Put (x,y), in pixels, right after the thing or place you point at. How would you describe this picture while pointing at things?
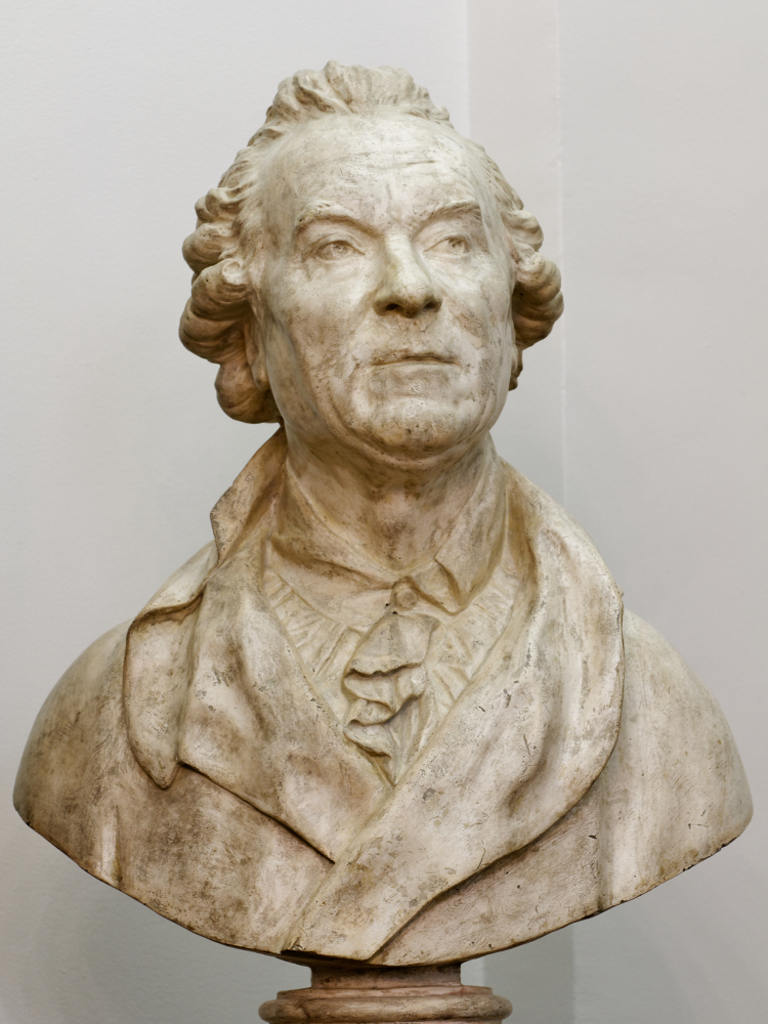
In this image we can see the depiction of a man (421,649). In the background (162,74) there is a plain wall (85,923).
